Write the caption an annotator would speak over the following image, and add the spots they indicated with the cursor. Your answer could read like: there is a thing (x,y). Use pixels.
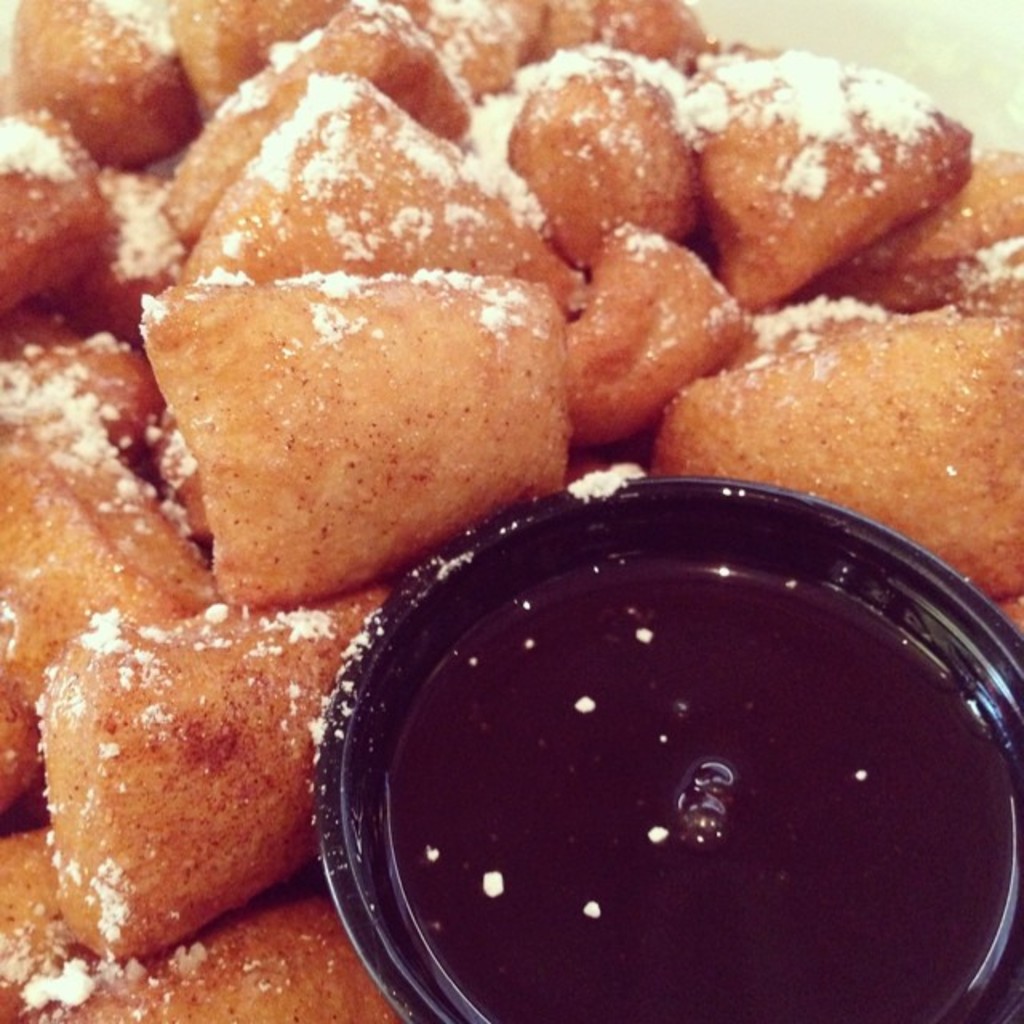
In this image, we can see some food (737,296) and a bowl (1004,688).
